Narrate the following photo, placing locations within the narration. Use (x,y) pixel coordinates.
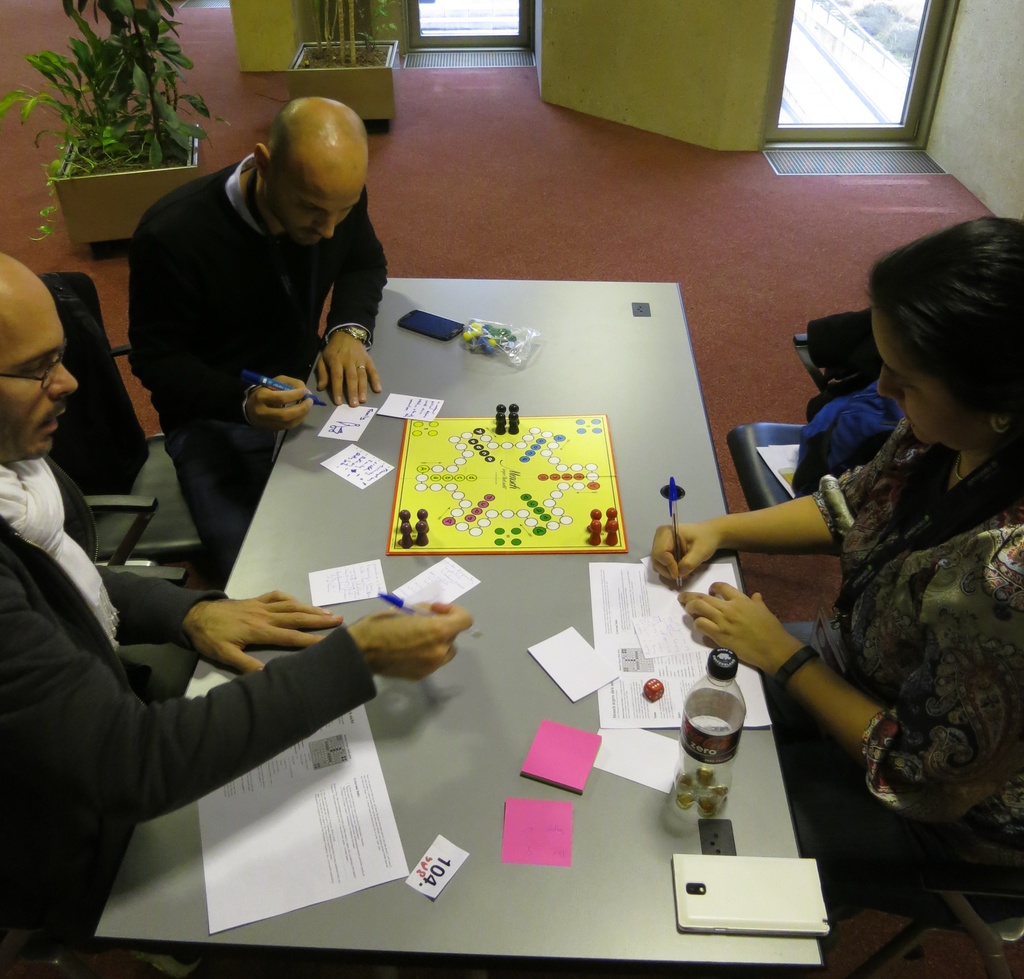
In this image we can see this three persons (273,314) are sitting on the chairs (734,451) around table (632,548). They are holding pens (681,541) in their hand (708,551) and writing something on the papers (413,591). In the background (35,87) we can see a flower pot (163,131).
